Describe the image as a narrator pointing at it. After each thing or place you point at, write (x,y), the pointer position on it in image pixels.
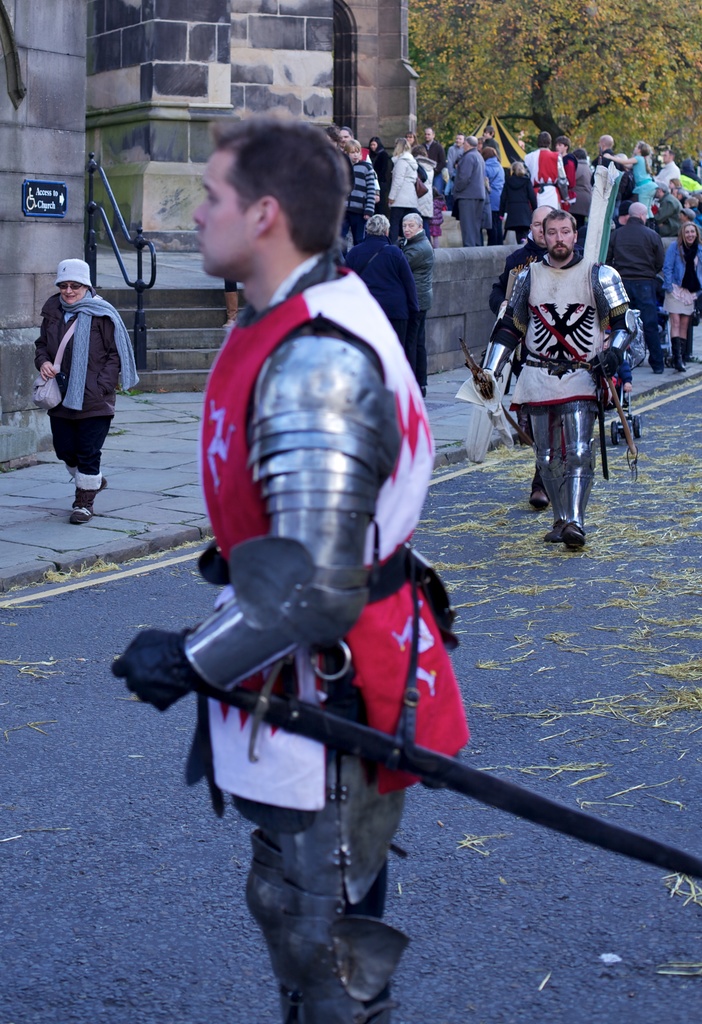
In the image there are two men (267,377) in armor (260,624) standing on the road (581,630), one with sword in his hands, beside it seems to be a building (351,54) with many people (407,177) standing in front of it and in the background (487,80) there are trees (598,82).
